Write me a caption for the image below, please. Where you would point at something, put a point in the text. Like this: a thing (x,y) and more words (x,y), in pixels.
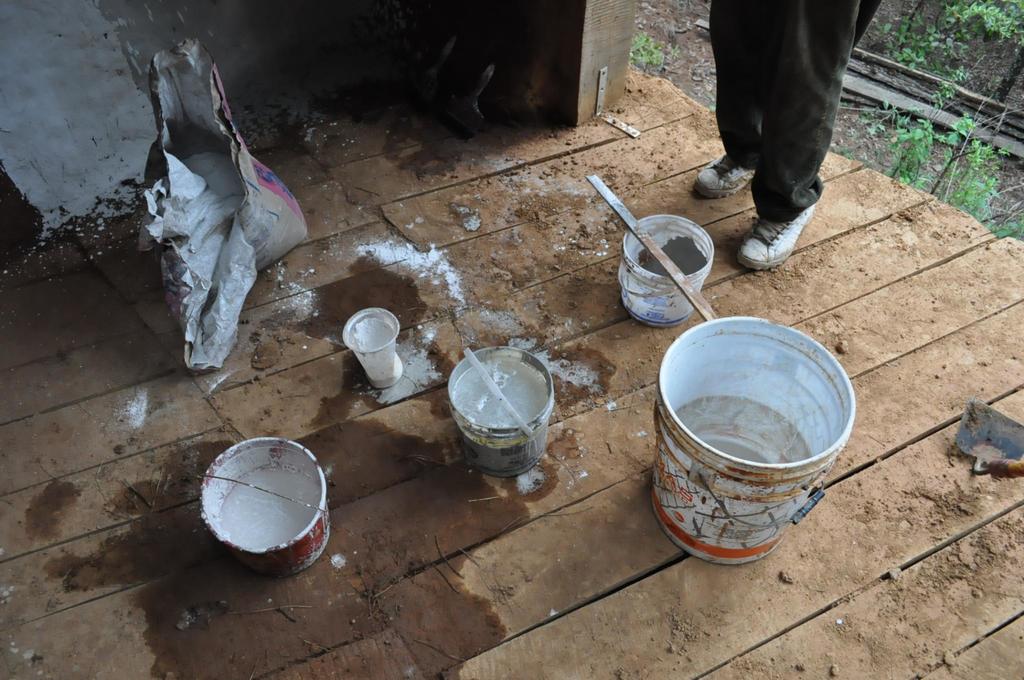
Here I can see few buckets (254,444) and a bag (242,237) are placed on a wooden plank (534,588) and also there is a person (754,132) standing. At the top (279,31) there is a wall (278,31). In the top right (967,71) there are few plants (926,139) and sticks (934,108) on the ground (858,124).
